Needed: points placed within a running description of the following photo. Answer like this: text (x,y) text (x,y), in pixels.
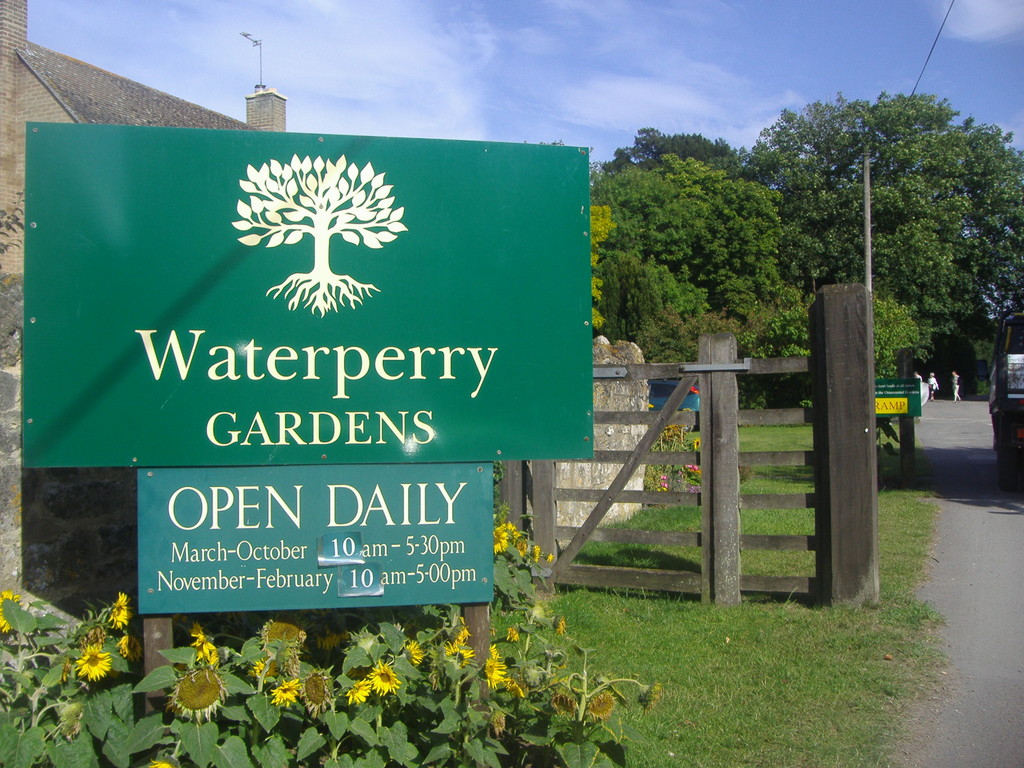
In the picture I can see flower plants (376,683), fence (727,454), green color boards (506,434) which has something written on them, a house (143,116), trees (855,267) and some other objects (1005,401). In the background (655,111) I can see the sky (638,97).
